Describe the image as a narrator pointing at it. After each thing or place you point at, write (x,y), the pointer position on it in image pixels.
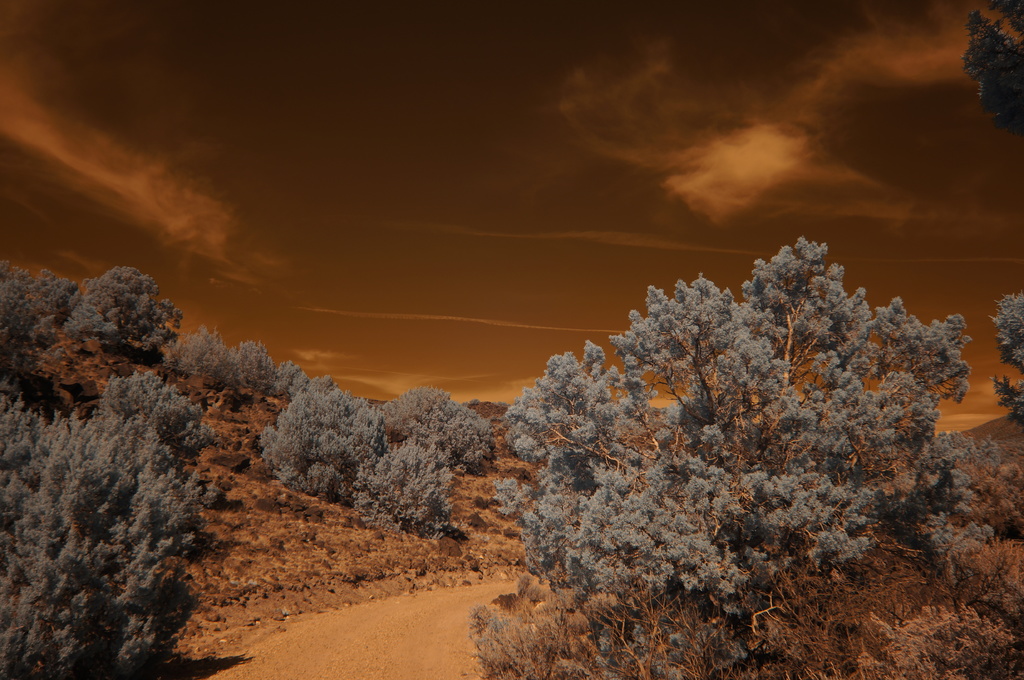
In this image there are trees (313,487). At the bottom (428,663) we can see a walkway (432,624). In the background (499,285) there is sky (704,189).
